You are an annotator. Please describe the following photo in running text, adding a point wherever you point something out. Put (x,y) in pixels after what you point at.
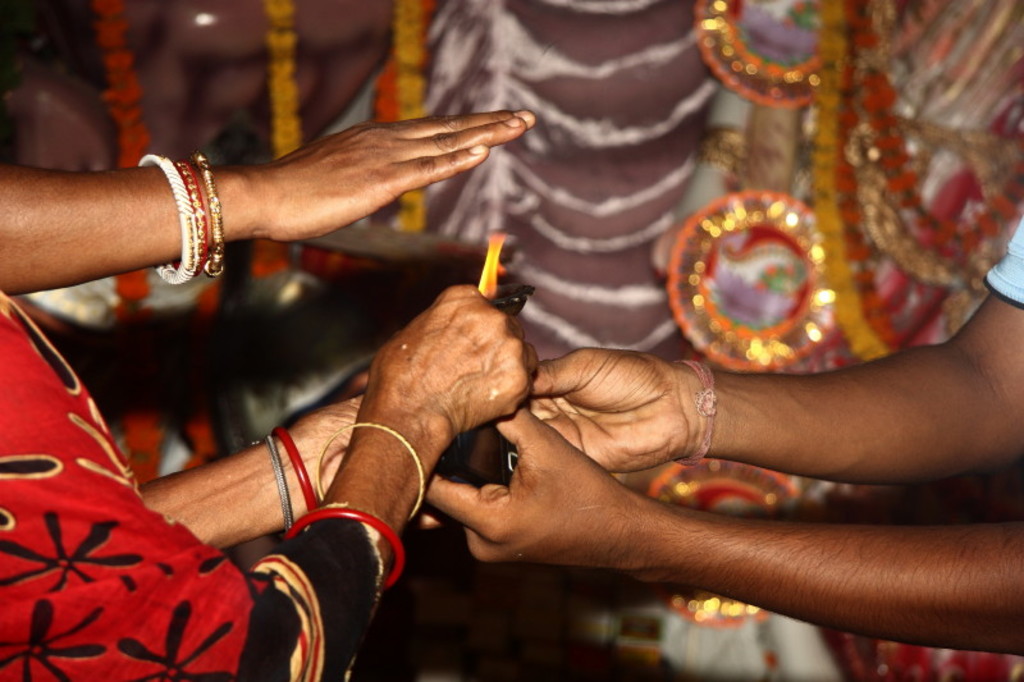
In this image there are hands (426,388) of a few people (573,513). A person (455,391) is holding an object (504,302). There is the flame (492,277) on the object (515,290). In the background (513,41) there are garlands (405,68) and a curtain (595,99) to the wall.
